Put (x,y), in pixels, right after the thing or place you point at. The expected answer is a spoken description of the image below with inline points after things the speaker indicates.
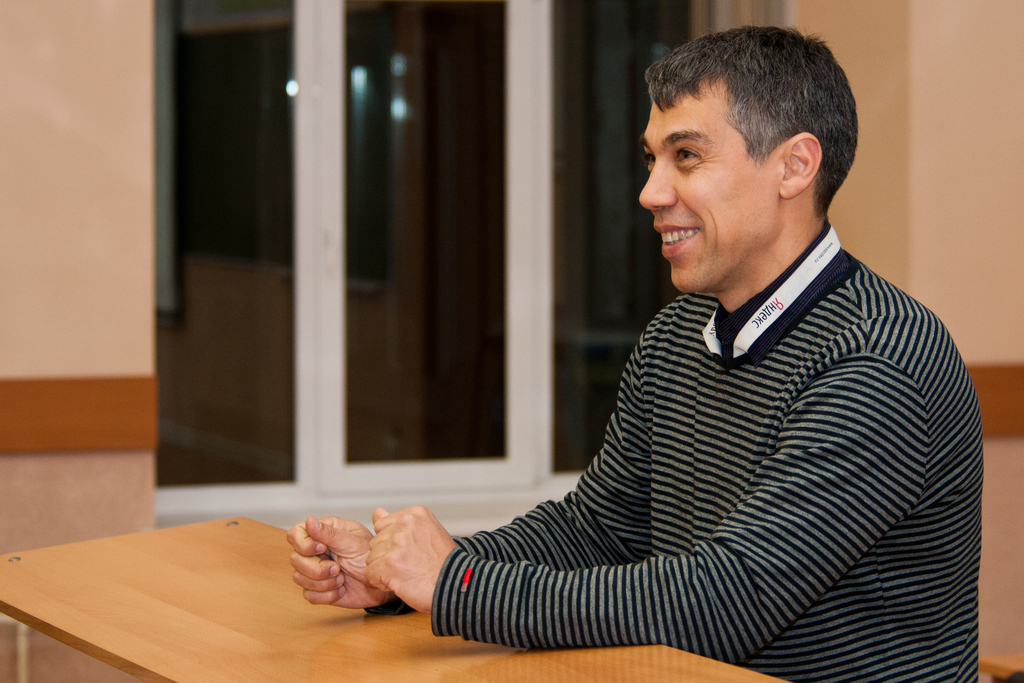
This picture shows a man (793,615) seated and we see a table (367,644) and a window (454,131) and we see smile (667,230) on his face (682,263).
